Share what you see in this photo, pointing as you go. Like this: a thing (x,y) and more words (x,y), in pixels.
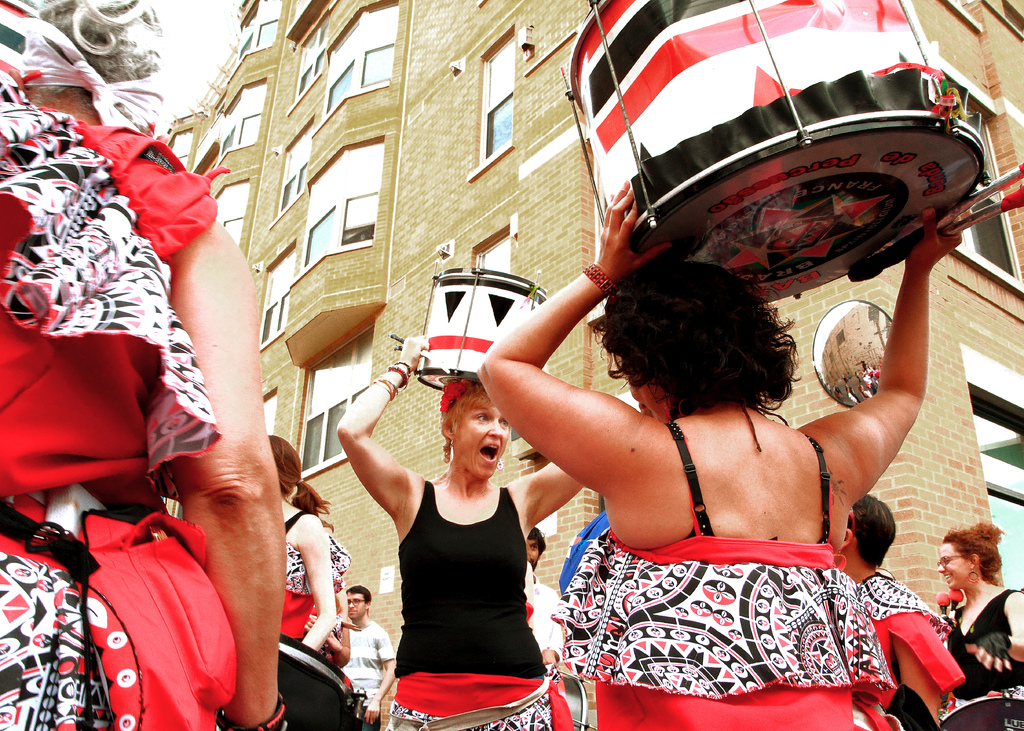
Here I can see few people (825,579) are wearing red color dresses (925,652). In the middle of the image (490,306) there are two women (505,527) holding the drums (479,313) in their hands (622,203). In the background (421,170) there is a building (391,232).
